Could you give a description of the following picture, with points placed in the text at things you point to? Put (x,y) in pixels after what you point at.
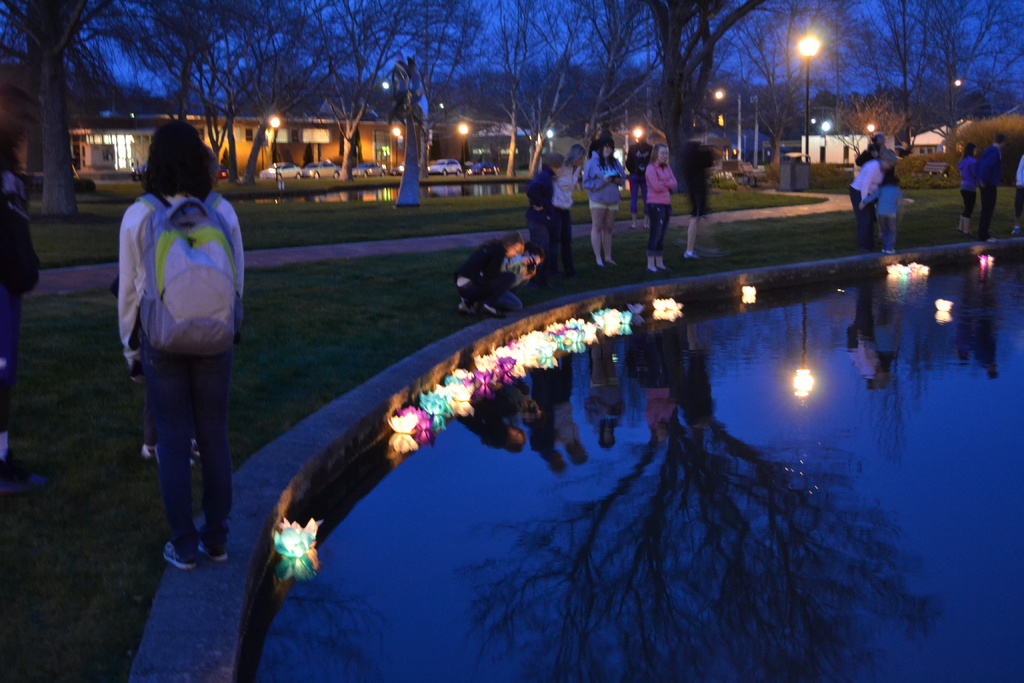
On the right side of the image (907,387) there is water (772,585). On the water (776,582) there are flowers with lights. And also there is a reflection (735,437) of a tree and few people (608,394). Behind the water (807,311) there is a small wall fencing (244,523). On the small wall (258,521) there are few people (494,285) standing. And on the ground (45,470) there is grass (369,290) and also there are few people (564,257) standing on the ground (618,216). Behind them there are trees (510,155) and water (523,183) on the ground (38,537). Behind the trees (234,120) there are buildings (341,144) with walls (292,125), windows (327,139) and roofs (317,115). And also there are poles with lamps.
